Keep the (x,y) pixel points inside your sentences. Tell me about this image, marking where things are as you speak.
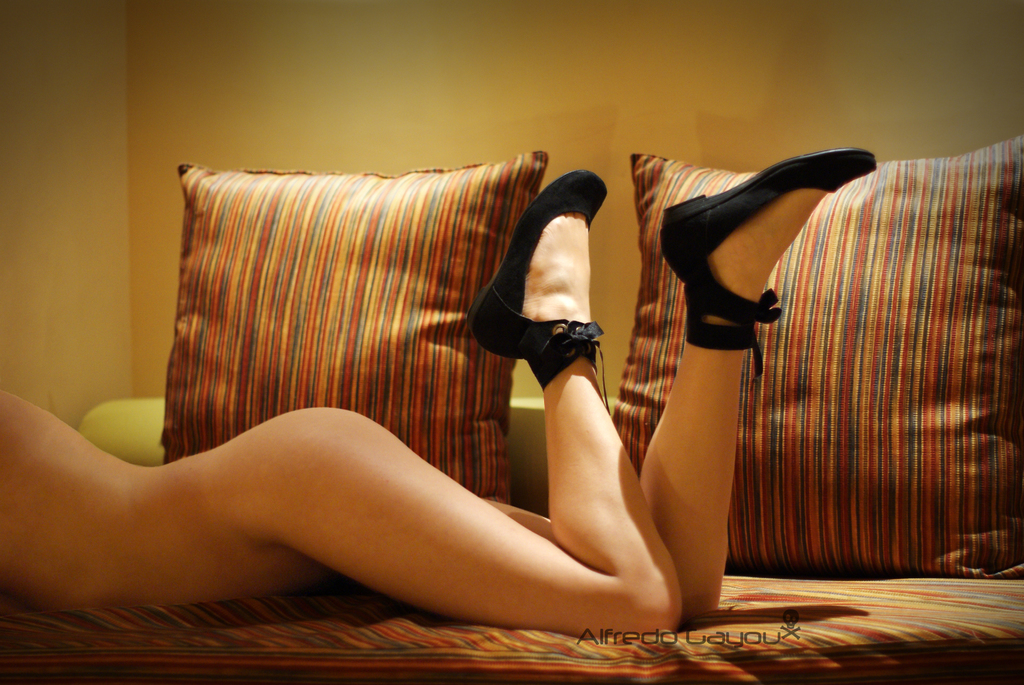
The picture consists of a person (449,551) lying on the couch (955,585). On the couch (535,439) there are pillows (325,250) also. On the top (281,93) it is wall (529,58).
